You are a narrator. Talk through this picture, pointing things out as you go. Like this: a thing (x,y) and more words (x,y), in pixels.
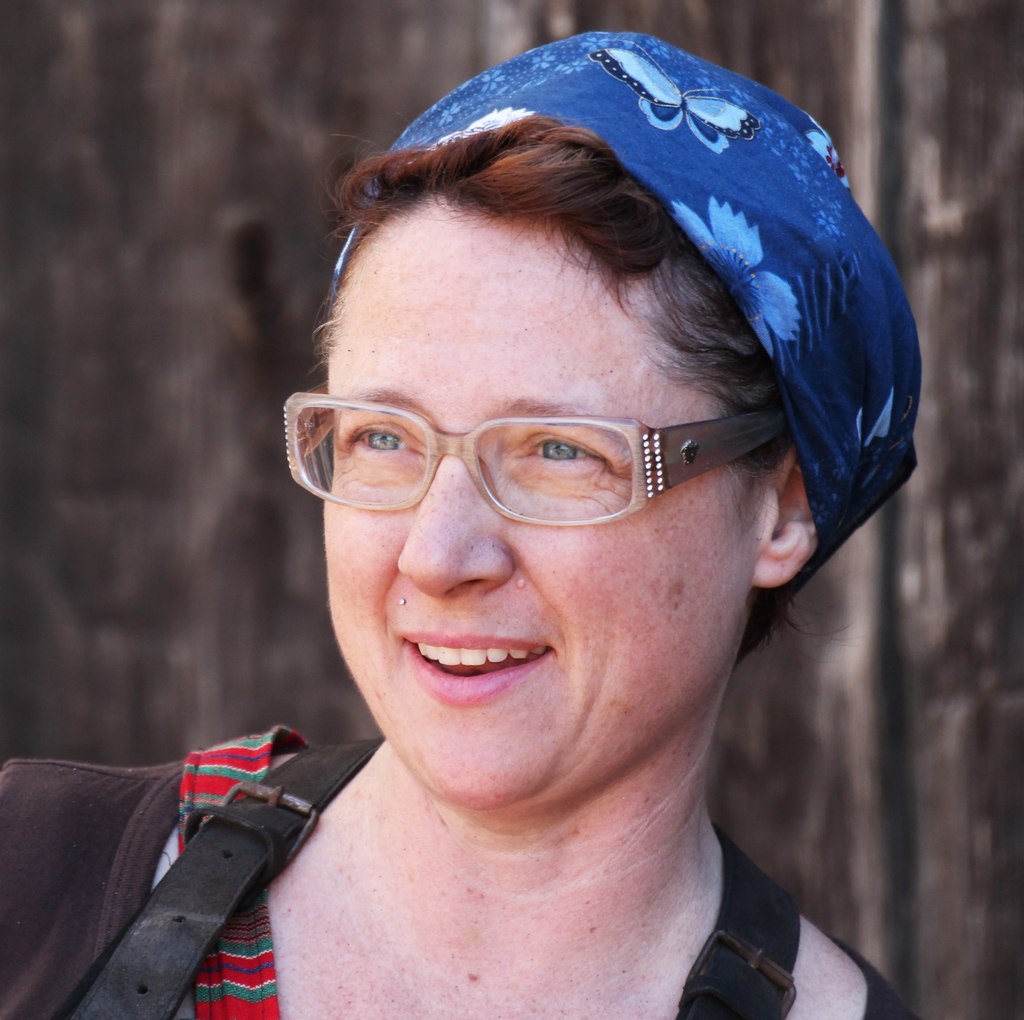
In this image we can see a person (477,354) standing and wearing a blue color cap (648,191) and spectacles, we can see the background (296,565) is blurred.
